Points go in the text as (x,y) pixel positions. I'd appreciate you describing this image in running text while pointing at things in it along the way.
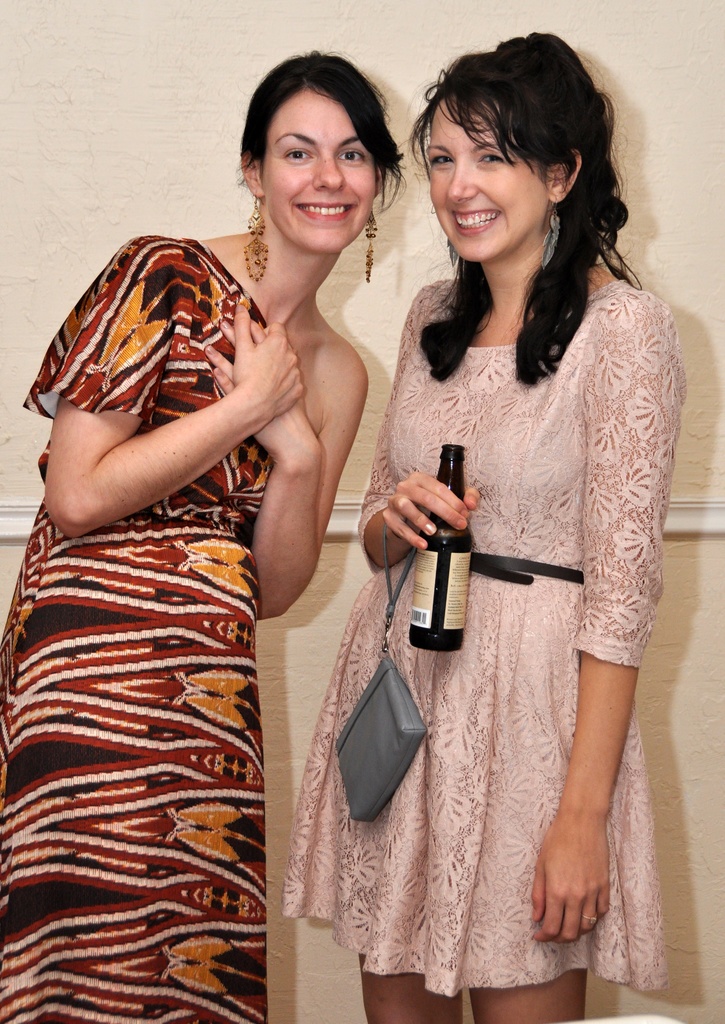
In the image there are two woman (433,527) standing and posing for the photo, the first woman (431,674) wearing pink dress (465,818) she is holding a bottle (419,614) in her hand (454,517) she is also smiling to her left side there is another woman (159,677) she is also smiling for the photograph, in the background (201,62) there is a wall (143,170).
